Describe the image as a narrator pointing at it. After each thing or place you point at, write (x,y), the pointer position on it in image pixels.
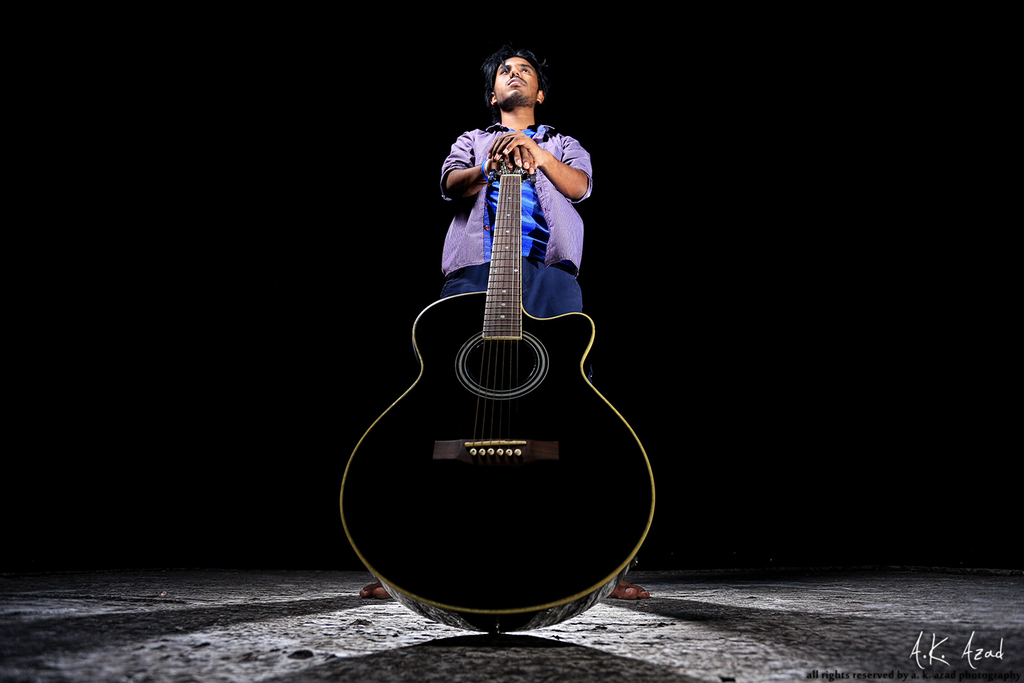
In this image, In the middle (470,251) there is a man (547,305) standing and holding a music instrument (461,457) which is in black color, And in the background (136,46) there is black color.
